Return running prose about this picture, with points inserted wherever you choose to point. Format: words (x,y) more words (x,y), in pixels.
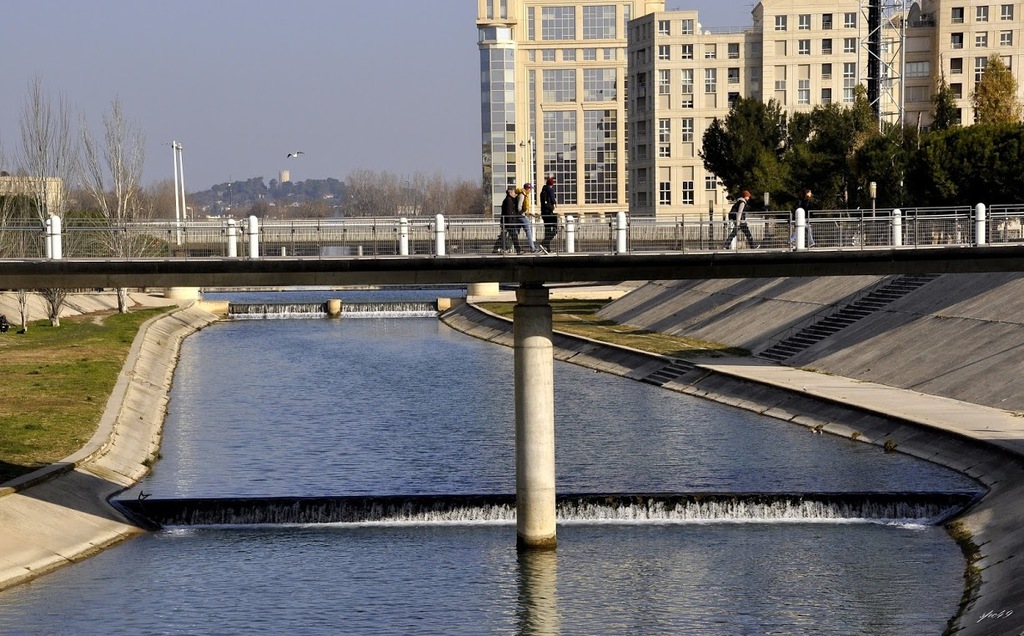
In this image there is a bridge (457,247) on the water (472,499). There is a railing (283,230) to the bridge (644,252). There are a few people (547,208) walking on the bridge (664,252). To the left (54,367) there are trees (63,192) and grass (75,363) on the ground (79,371). To the right (719,87) there are buildings (944,25) and trees (851,168). There are steps (765,359) and a slope (742,317) on the ground (701,320). There is a bird (294,156) flying in the air (345,141). In the background (274,187) there are mountains (250,190) and poles (182,180). At the top (224,45) there is the sky (245,72). At the bottom (360,553) there is a water (425,586).
